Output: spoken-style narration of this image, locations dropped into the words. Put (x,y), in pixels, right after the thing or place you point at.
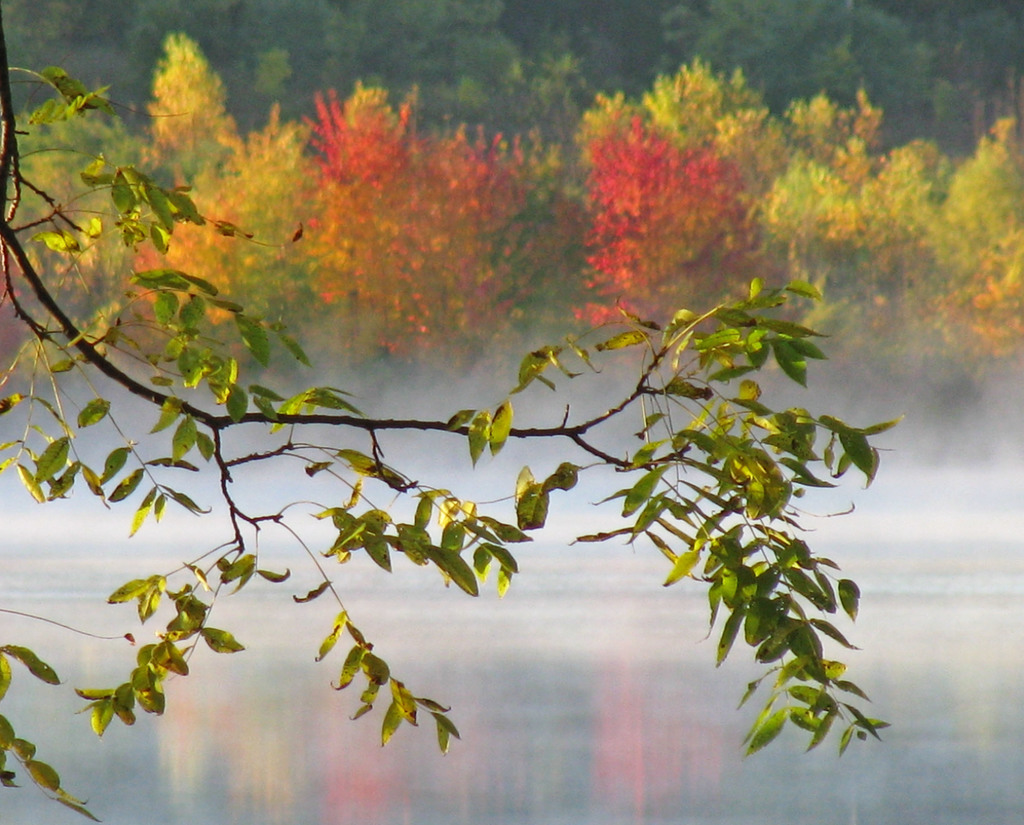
In this picture I can see trees (595,145) in the background (39,154) and I can see water (129,498), a tree branch (548,431) with leaves (284,329).
